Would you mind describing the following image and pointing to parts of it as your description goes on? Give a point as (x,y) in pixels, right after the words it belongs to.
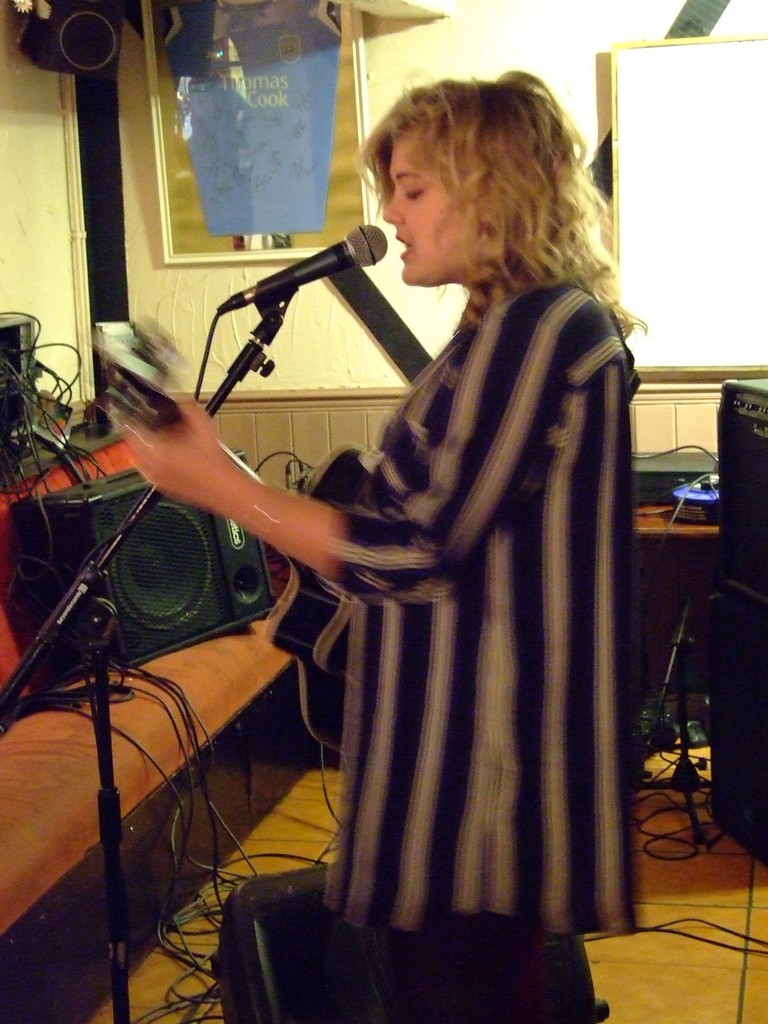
This picture is taken in a room (343,888). There is a woman (607,857), she is holding something and singing on a mike (338,268). In the background (149,562) there are some sound speakers (723,461), wires (154,679) and a wall (574,52).
